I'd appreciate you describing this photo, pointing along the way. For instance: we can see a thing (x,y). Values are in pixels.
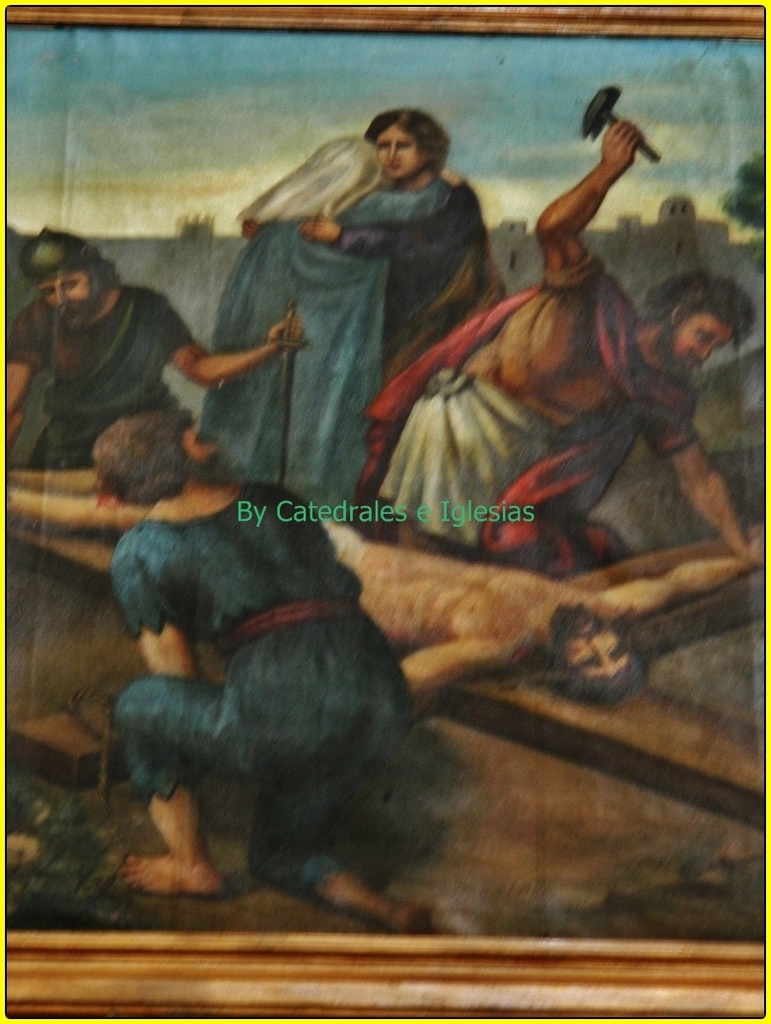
In this image, we can see painting (354,224) with frame (127,1014). In the middle of the image (381,503), there is a watermark (386,522).
